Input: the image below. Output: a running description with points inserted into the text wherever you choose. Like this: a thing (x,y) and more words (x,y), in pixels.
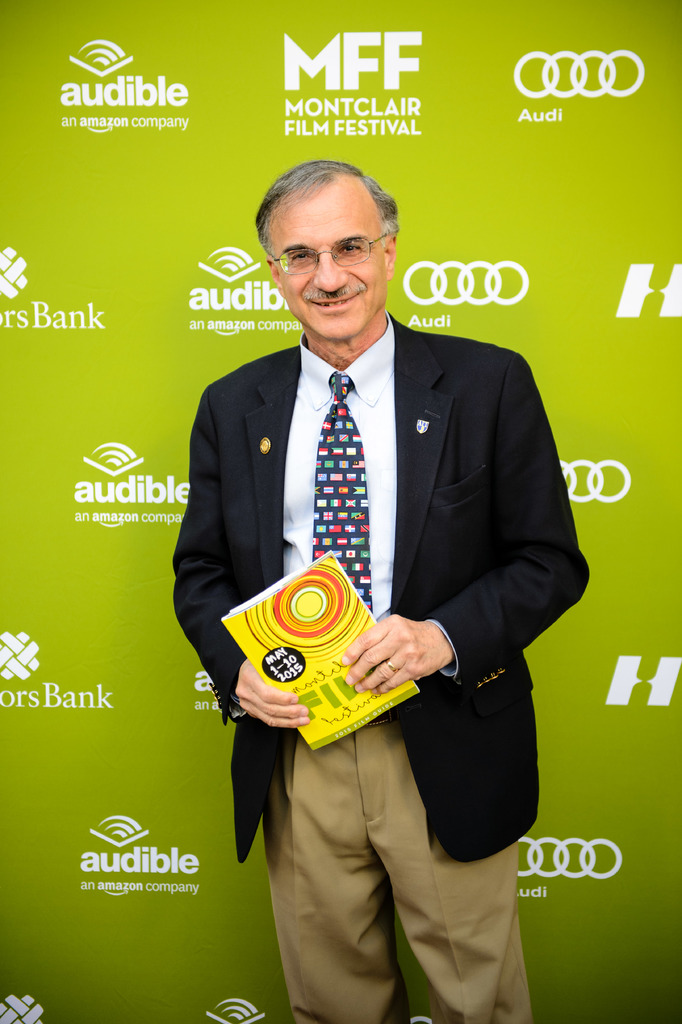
In this image, we can see a man (331,959) standing and holding an object (320,578), he is wearing a black coat (205,548) and a tie (329,467), in the background (26,809), we can see a poster (270,27) and there are some logos (541,111) on the poster (228,186).
